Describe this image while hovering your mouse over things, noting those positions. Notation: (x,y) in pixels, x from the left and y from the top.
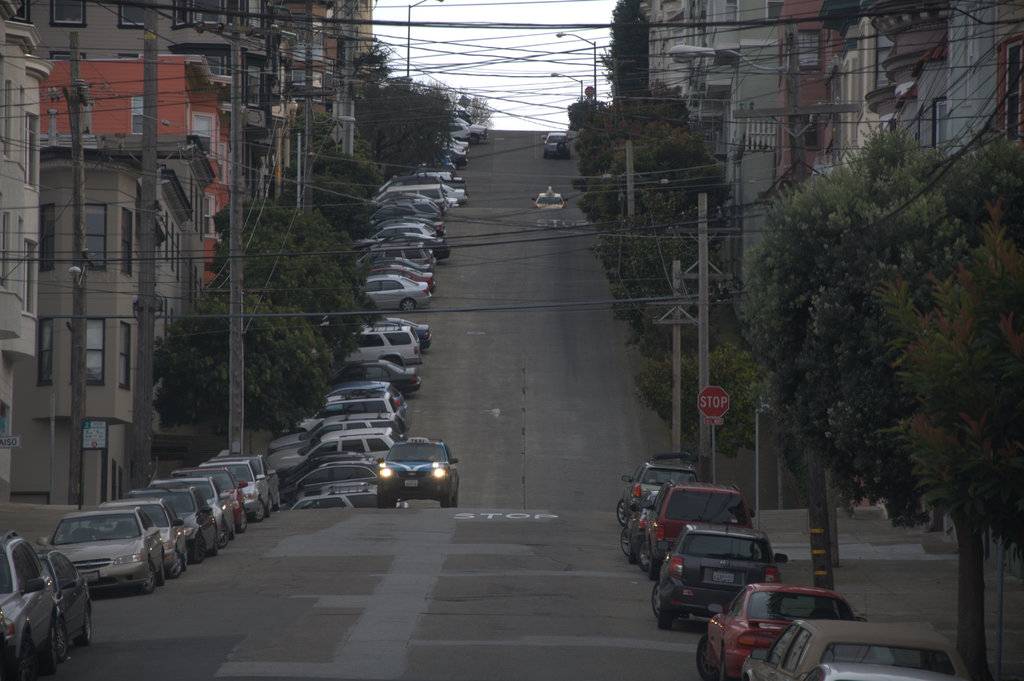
This picture is clicked in the city. At the bottom of the picture (443,565), we see the road (472,599). On either side of the picture, we see cars (212,487), electric poles (237,158), wires (244,317), trees (665,293) and buildings (859,149). In the background (552,101), we see the sky (598,95). The car (422,493) in blue color is moving on the road (429,520).
